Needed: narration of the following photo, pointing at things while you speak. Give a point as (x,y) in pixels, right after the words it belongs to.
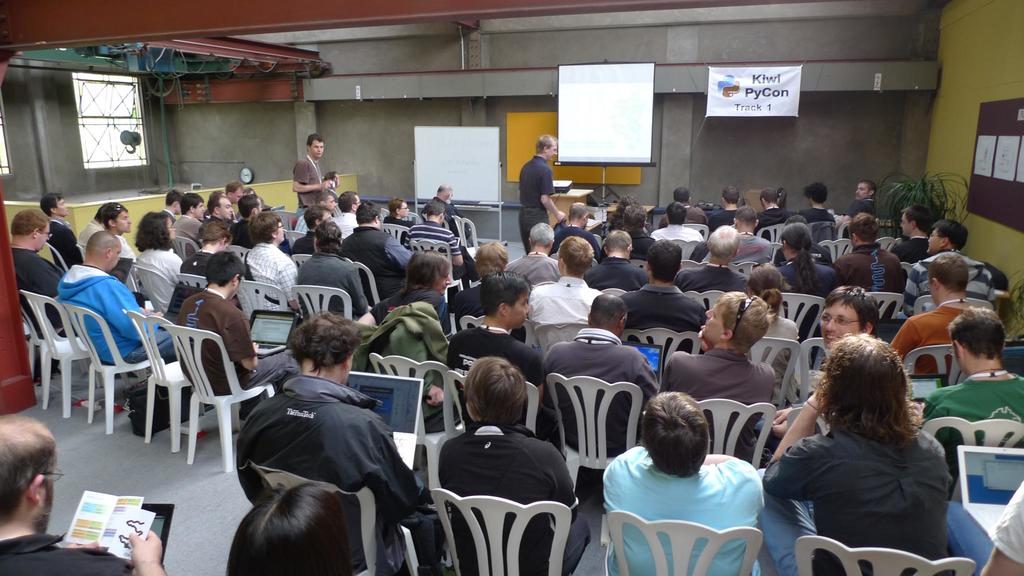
In this image I can see a group of people (341,270) sitting in chairs (641,401) facing towards the back (659,256). I can see two people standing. I can see a screen (571,147), a banner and a board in front of them. I can see another board (984,188) with some stickers (984,175) on the right hand side (976,208). I can see a window (104,148) on the left hand side (97,161).
